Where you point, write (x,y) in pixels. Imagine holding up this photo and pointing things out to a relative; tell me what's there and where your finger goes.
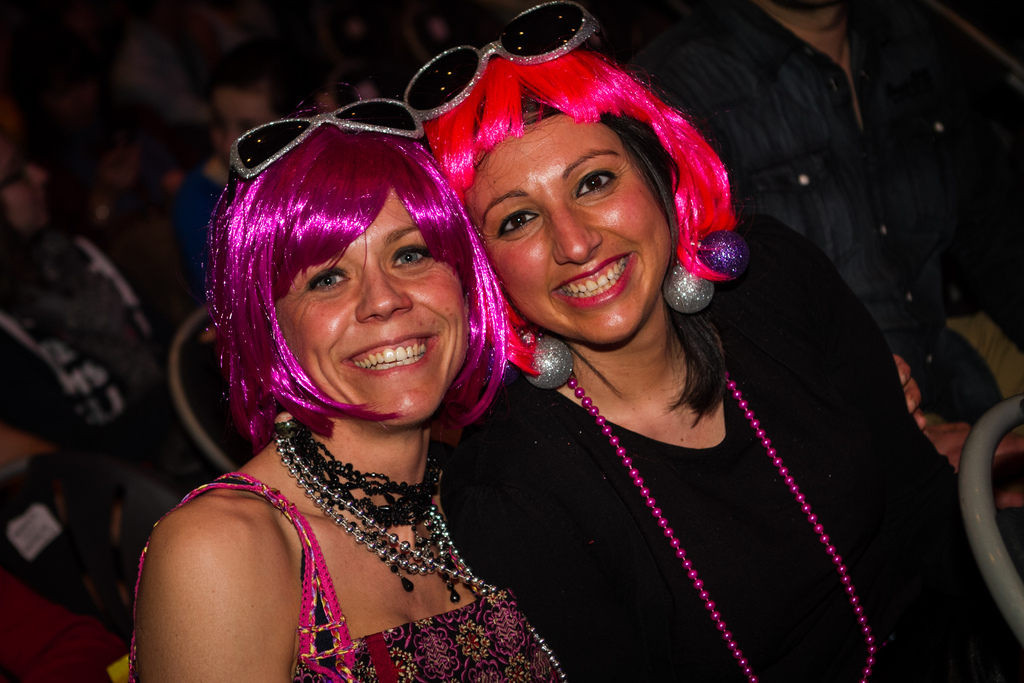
In this picture we can see there are two women (260,599) in the wigs (277,170) and the women (411,236) are smiling. Behind the people (424,292) there is a blurred background (1009,315).
